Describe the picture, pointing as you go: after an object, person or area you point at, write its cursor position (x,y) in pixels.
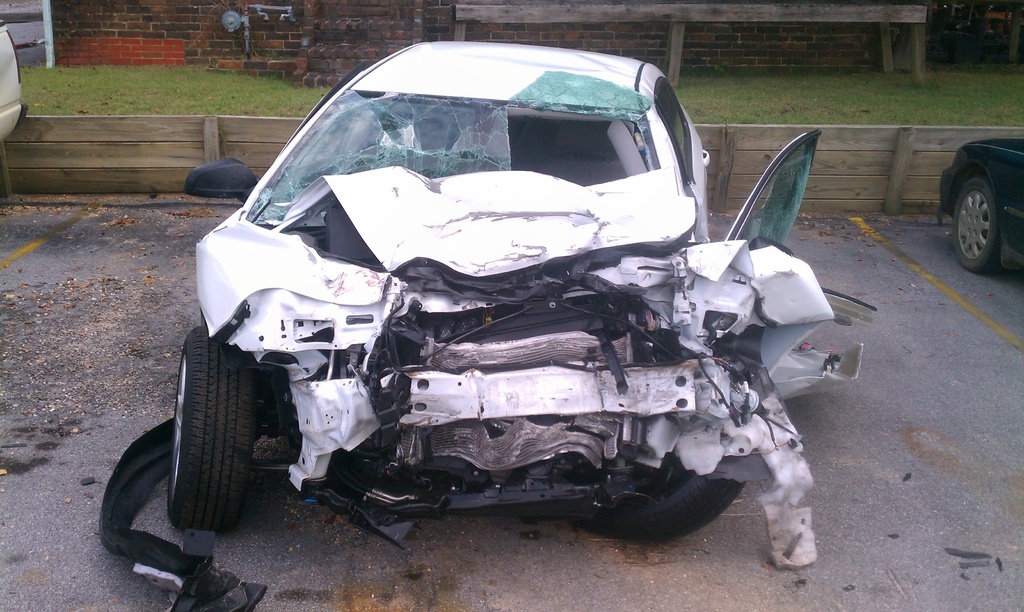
In this picture we can see there is a crashed car (355,237) and on the left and the right side of the crashed car (354,186) there are vehicles (9,86). Behind the vehicles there is a wooden fence (861,136), grass (824,117), wall (199,62) and an object (248,49).
